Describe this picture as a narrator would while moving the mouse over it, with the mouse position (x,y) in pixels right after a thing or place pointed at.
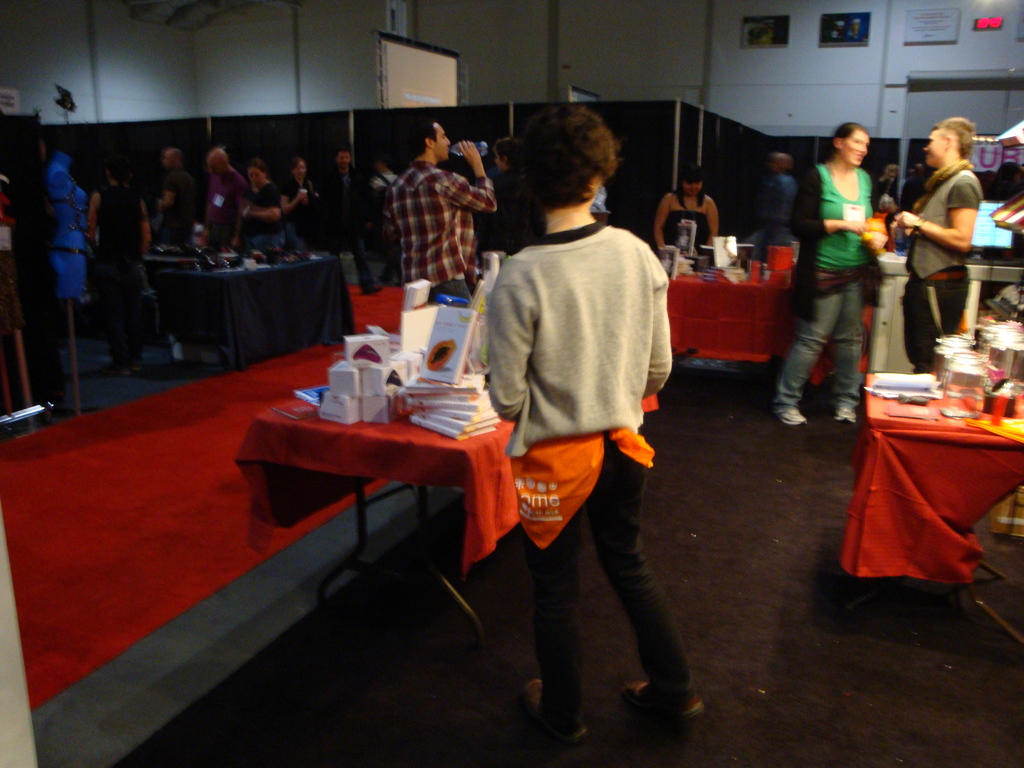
In the image few people (952,193) are standing and walking. In the middle of the image (466,486) there are few tables (677,276) on the tables (965,445) there are some products (1017,344). Behind them there is a banner (228,141). At the top of the image (273,105) there is a wall (520,8).
